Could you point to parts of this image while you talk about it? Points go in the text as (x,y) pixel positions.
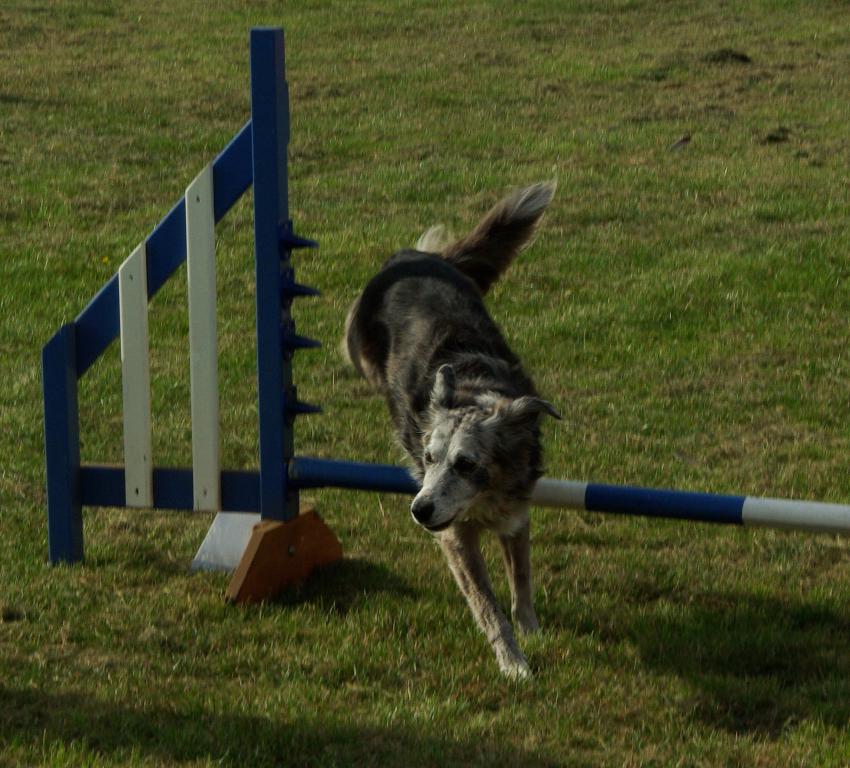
In this image we can see a dog (445,359) which is running, there is a pole (287,132) which is blue and white color and we can see some grass (372,201).
